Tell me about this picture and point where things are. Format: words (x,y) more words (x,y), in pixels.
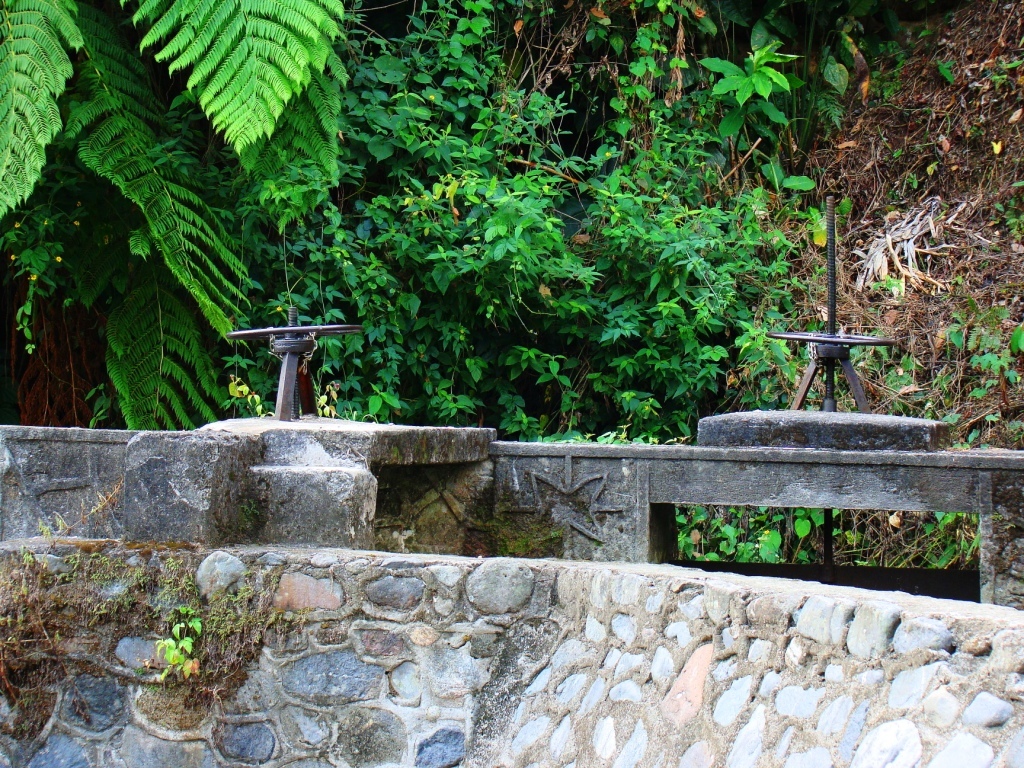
Here in the middle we can see sluice gate valves (304,337) present on the wall (782,431) over there and behind them we can see plants (513,298) and trees (508,311) present all over there.
